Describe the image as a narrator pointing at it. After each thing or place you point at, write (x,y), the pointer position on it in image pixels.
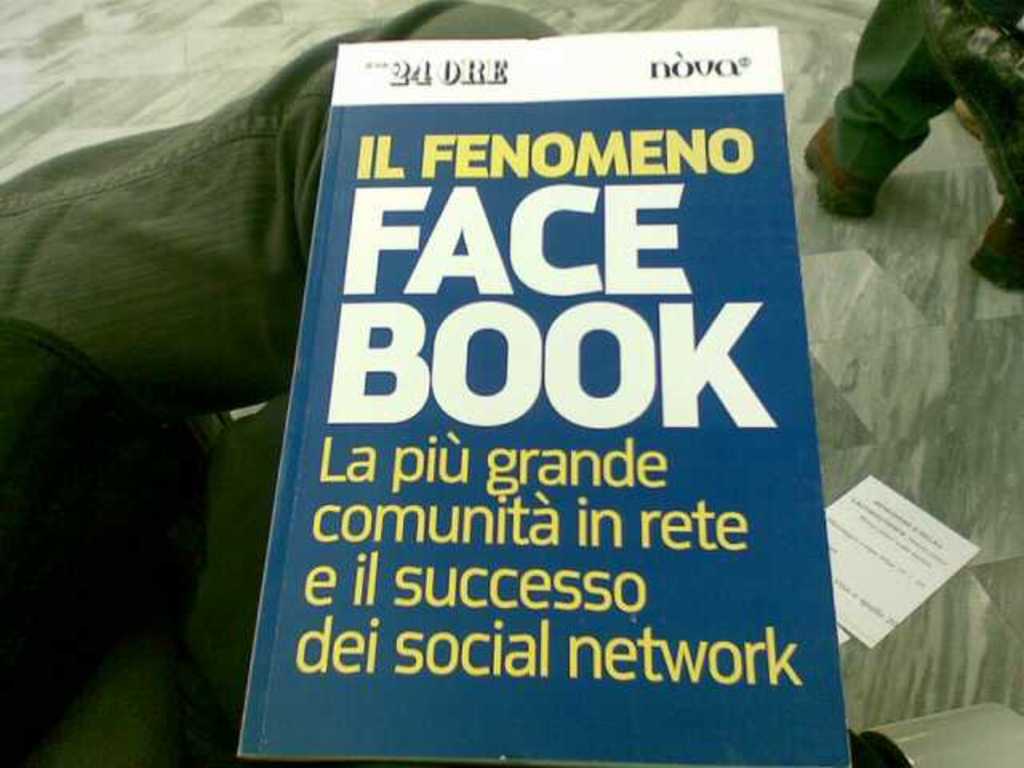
In this picture we can see a book (555,264) on the lap (155,187) of someone.
